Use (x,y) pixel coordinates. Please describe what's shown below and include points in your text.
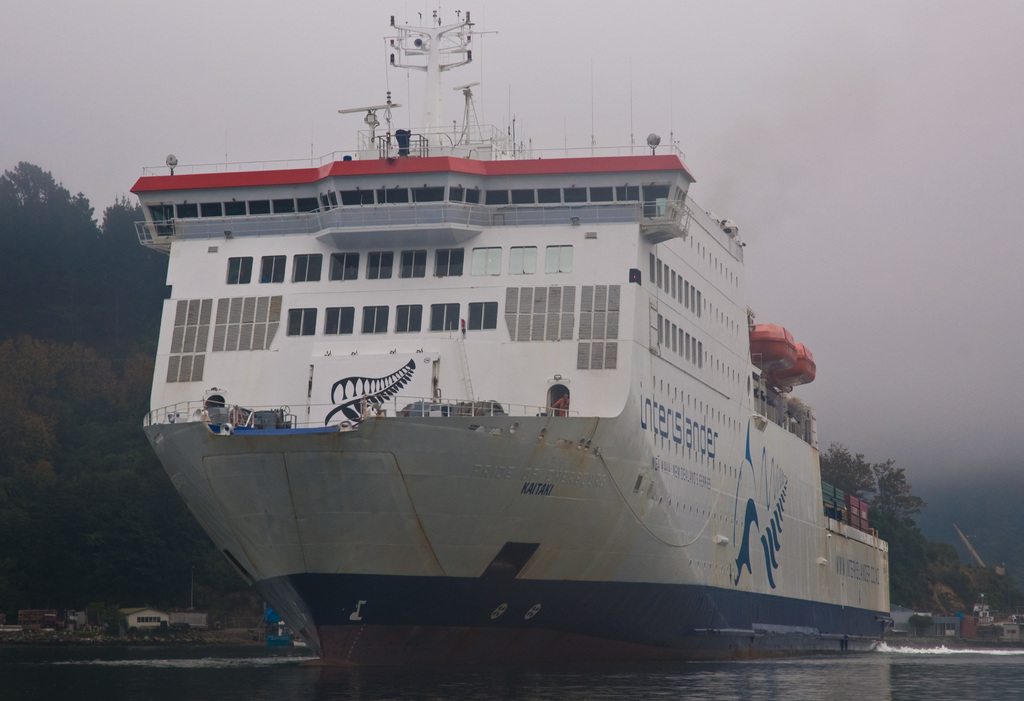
In the center of the image (550,360) we can see a ship (572,514) on the water (456,687). In the background (98,492) there are trees (78,454) and sky (803,299).
